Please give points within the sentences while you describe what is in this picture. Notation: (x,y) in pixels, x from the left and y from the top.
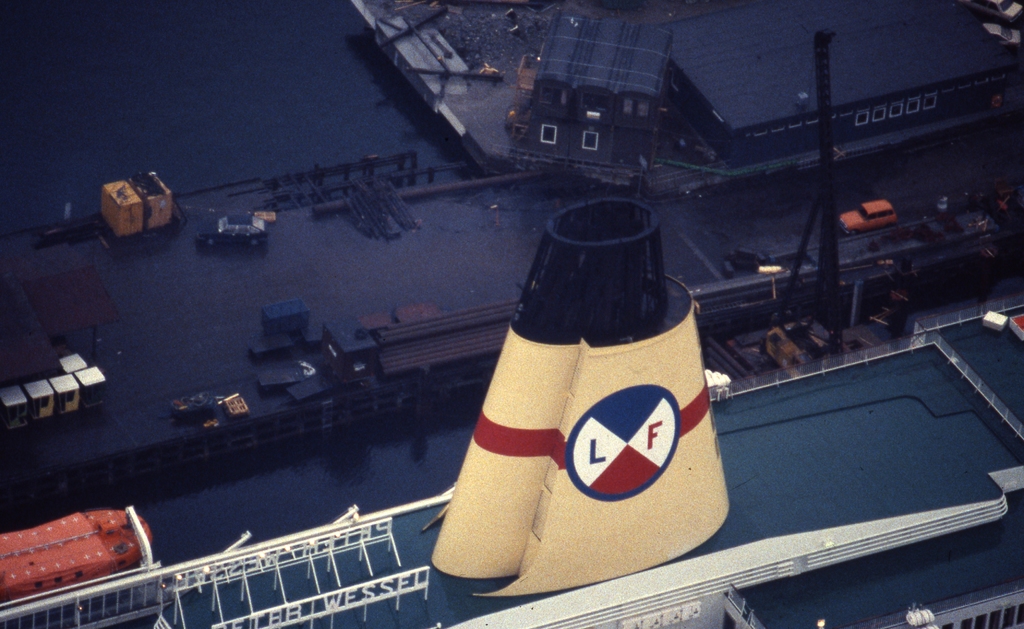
In this image we can see a ship (829,564). On the ship (437,512) there is an object (569,458) with a logo (628,441). Also we can see water (236,475). There is a lifeboat (83,534). And there is a port (415,268). And we can see cars (868,216). Also there is a crane (834,199). And there are few other things (681,57).
